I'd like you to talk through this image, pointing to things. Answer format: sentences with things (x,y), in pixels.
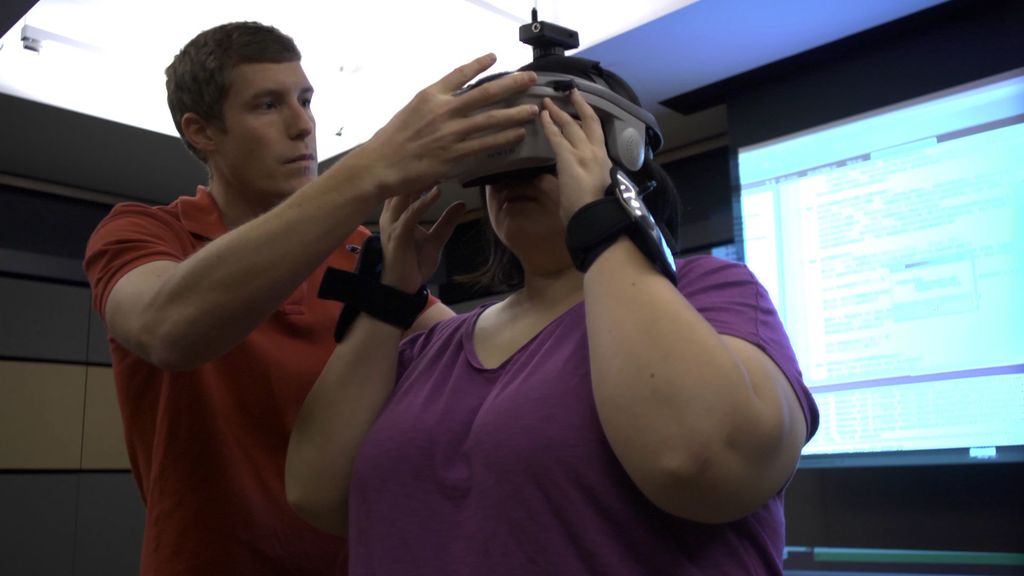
This is a zoomed in picture seems to be clicked inside. On the right (732,468) there is a woman (474,392) wearing t-shirt (503,379) and a device (541,115) and standing on the ground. On the left (203,223) there is a person (194,428) wearing a t-shirt (287,350) and standing on the ground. In the background (887,111) we can see the digital screen (902,268), wall (915,32) and the roof (159,18) and we can see the text (903,246) on the screen (881,253).
